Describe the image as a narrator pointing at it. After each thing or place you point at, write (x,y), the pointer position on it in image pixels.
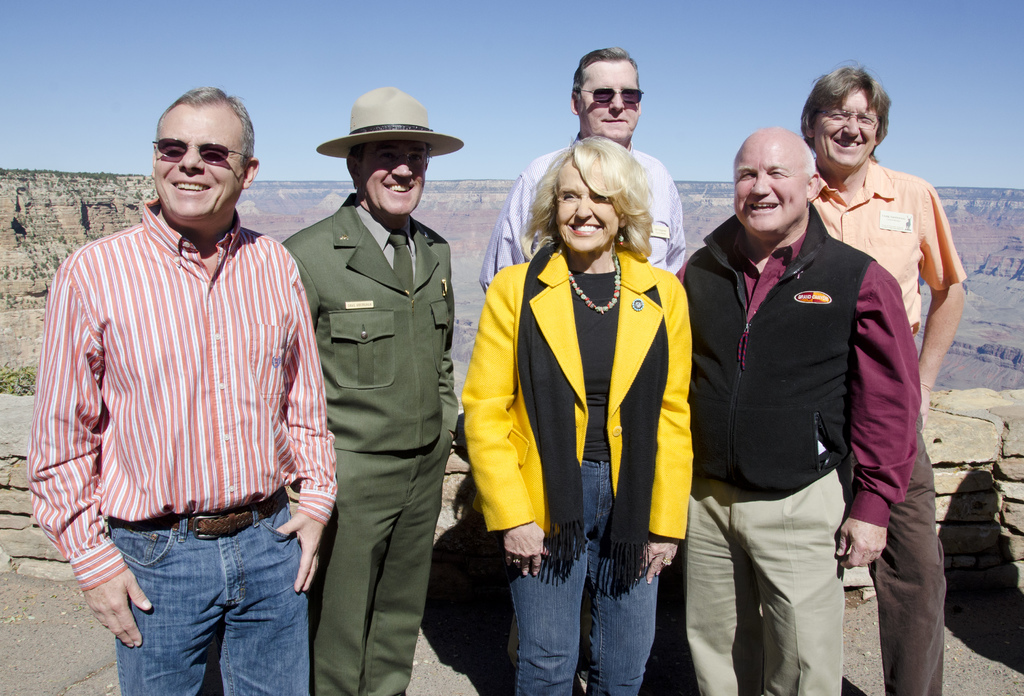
This image is taken outdoors. At the top of the image (326,89) there is the sky (970,144). In the background (958,363) there are a few rocks (8,230). At the bottom of the image (58,646) there is a road (480,658). In the middle of the image (386,266) five men (288,292) and a woman (579,448) are standing on the road (431,681) and they are with smiling faces (848,152).
